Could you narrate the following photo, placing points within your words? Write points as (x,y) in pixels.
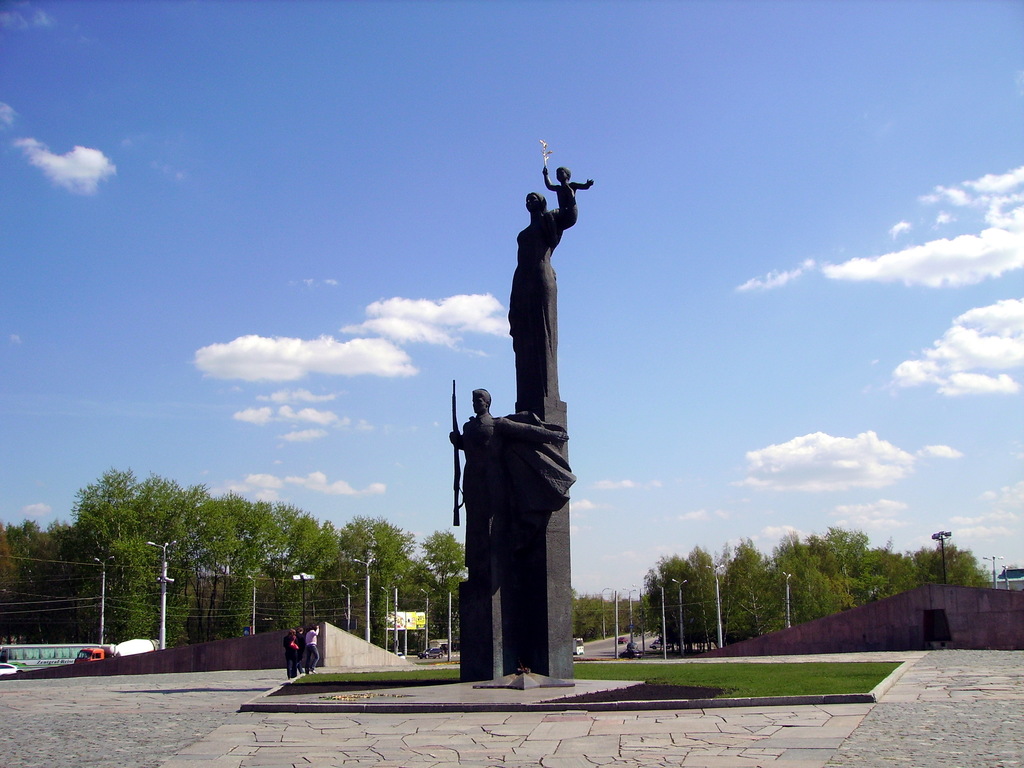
In this picture we can see statues (508,606) in the middle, on the left side (297,642) there are three persons (310,640) and two vehicles (72,646), in the background (826,580) there are some trees (701,580), poles (161,591), lights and wires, we can see grass (787,680) at the bottom (771,678), there is the sky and clouds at the top of the picture (206,114).
